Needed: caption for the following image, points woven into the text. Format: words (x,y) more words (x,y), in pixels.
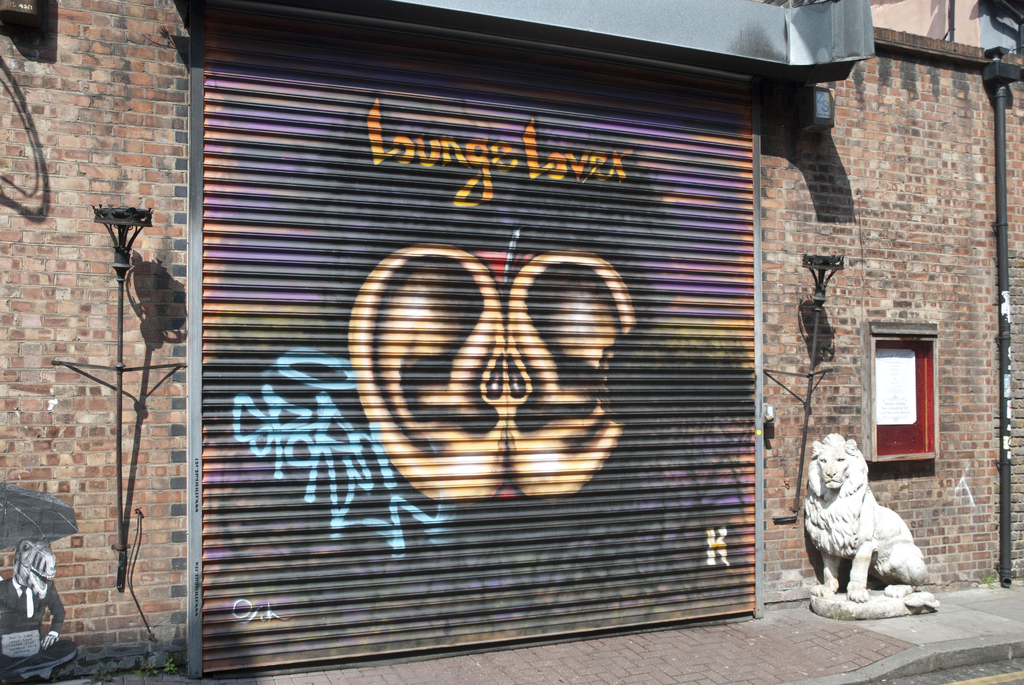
In this image, I can see graffiti (430,322) on a rolling shutter (433,345) and there are ancient torch holders (808,376), a board (886,377) and a pipe (1004,415) attached to the wall (852,183). At the bottom of the image (915,572), I can see a statue (908,600) of a lion (830,579). In the bottom left corner of the image (39,663), there is a painting (28,529) on the wall (78,463).
